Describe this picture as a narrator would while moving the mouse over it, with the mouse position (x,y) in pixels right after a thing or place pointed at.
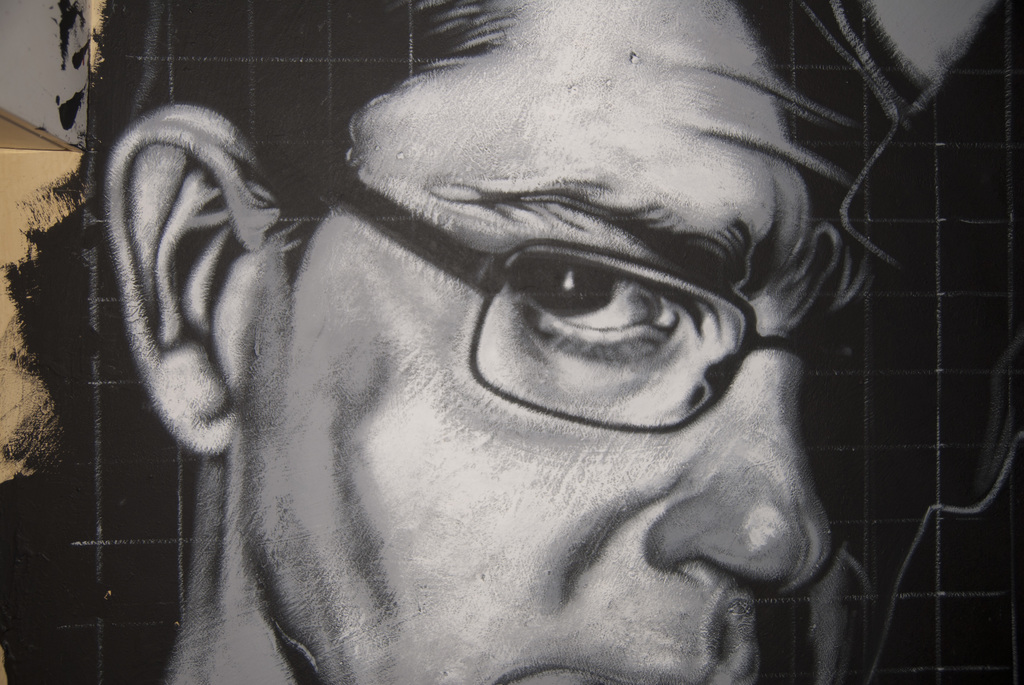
In this image we can see a person's painting (541,410) who is wearing spectacles (666,288).
